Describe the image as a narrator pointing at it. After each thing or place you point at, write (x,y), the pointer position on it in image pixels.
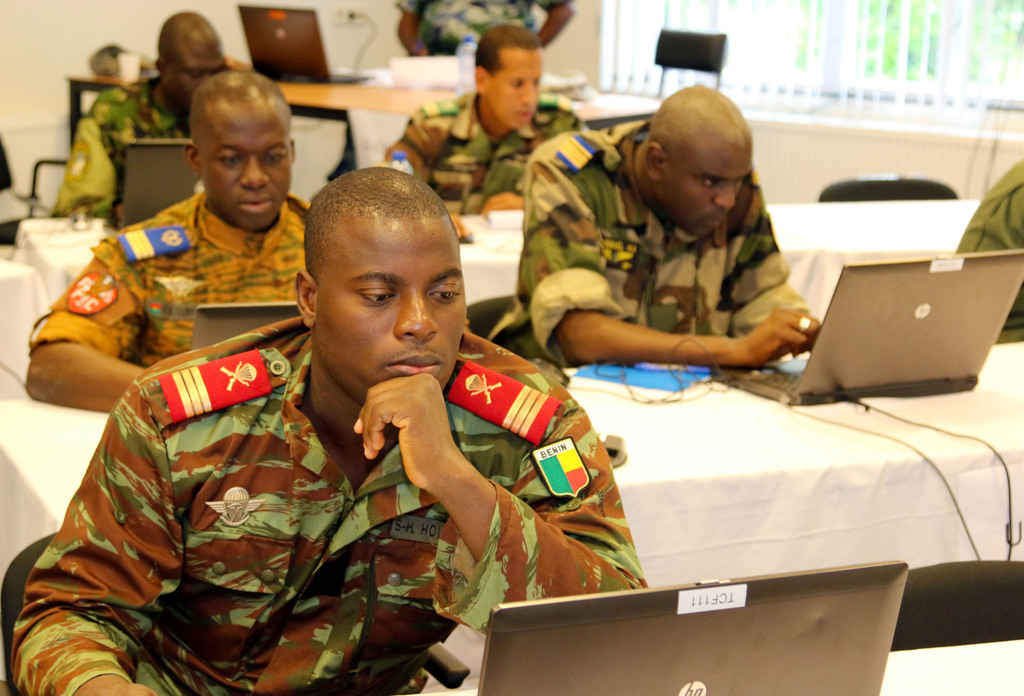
In this picture few people (259,225) seated and working on the laptops (653,673) on the tables (6,288) and I can see a man (500,12) standing and I can see a chair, bottle (469,85) and a laptop (272,58) on another table (288,87) and I can see a glass (134,70) and blinds (853,94) to the window (888,99).
